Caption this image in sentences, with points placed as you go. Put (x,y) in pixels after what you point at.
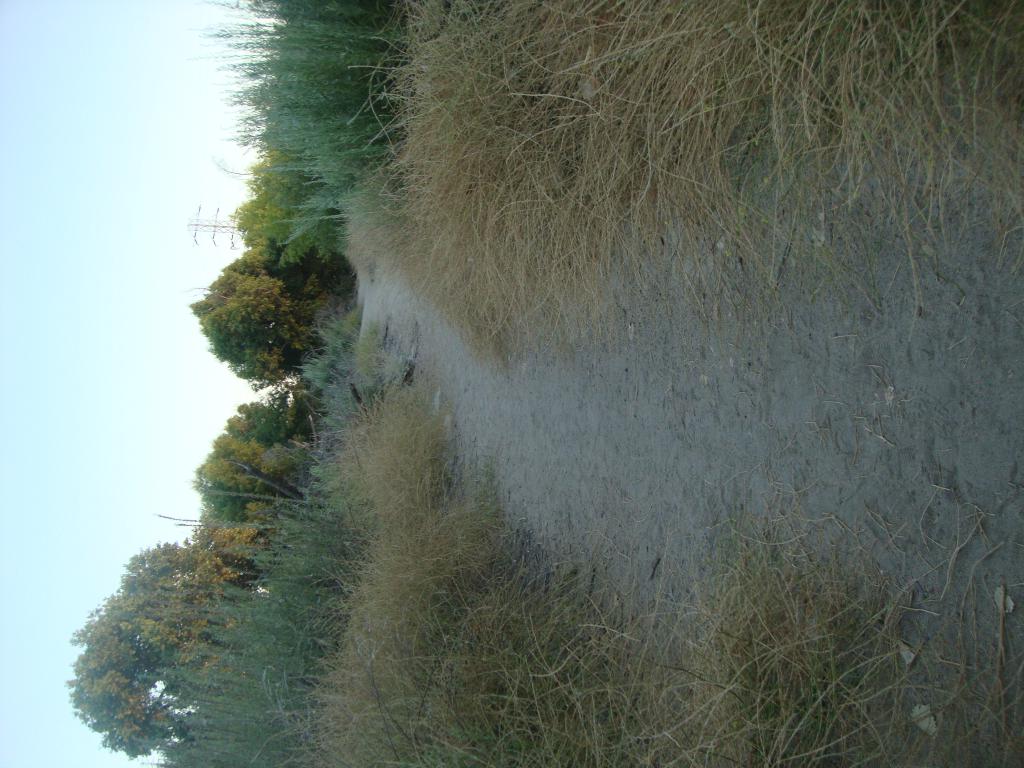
In this image, we can see a path (543,376) in between grass (394,584). There are some trees (149,641) in the middle of the image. There is a sky (48,443) on the left side of the image (66,344).
